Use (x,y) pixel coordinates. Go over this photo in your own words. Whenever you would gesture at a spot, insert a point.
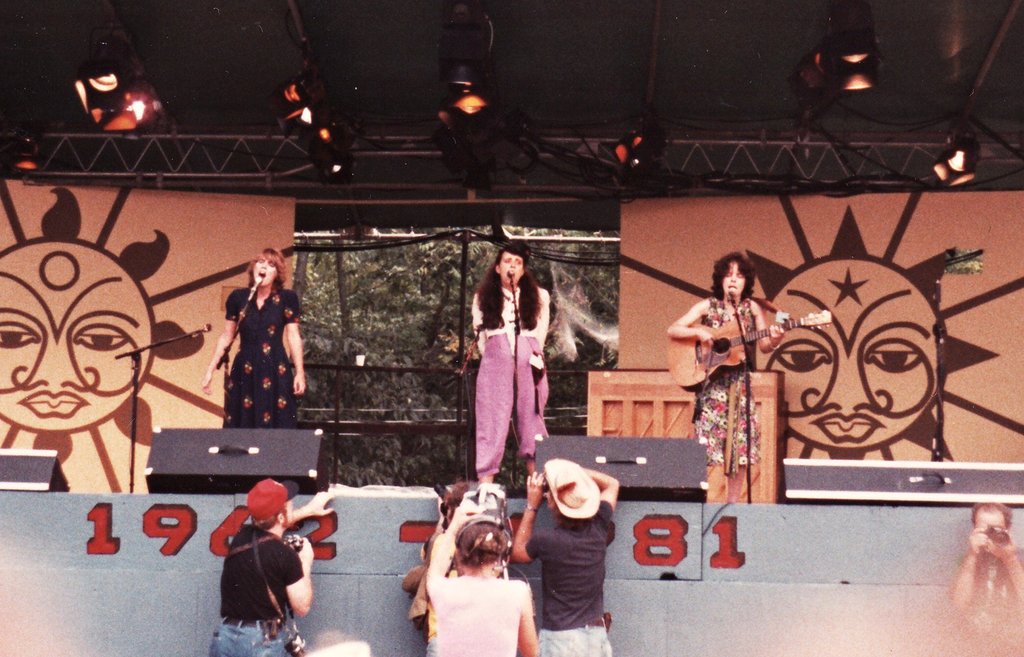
In this picture we can see three girls (733,465) standing on the stage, two are singing on the microphone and one is playing the guitar (723,362). In the front (520,555) bottom side there are some persons (249,576) standing and taking the photos. In the background (570,179) we can see the brown color stage iron frame (384,153) and spotlights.
